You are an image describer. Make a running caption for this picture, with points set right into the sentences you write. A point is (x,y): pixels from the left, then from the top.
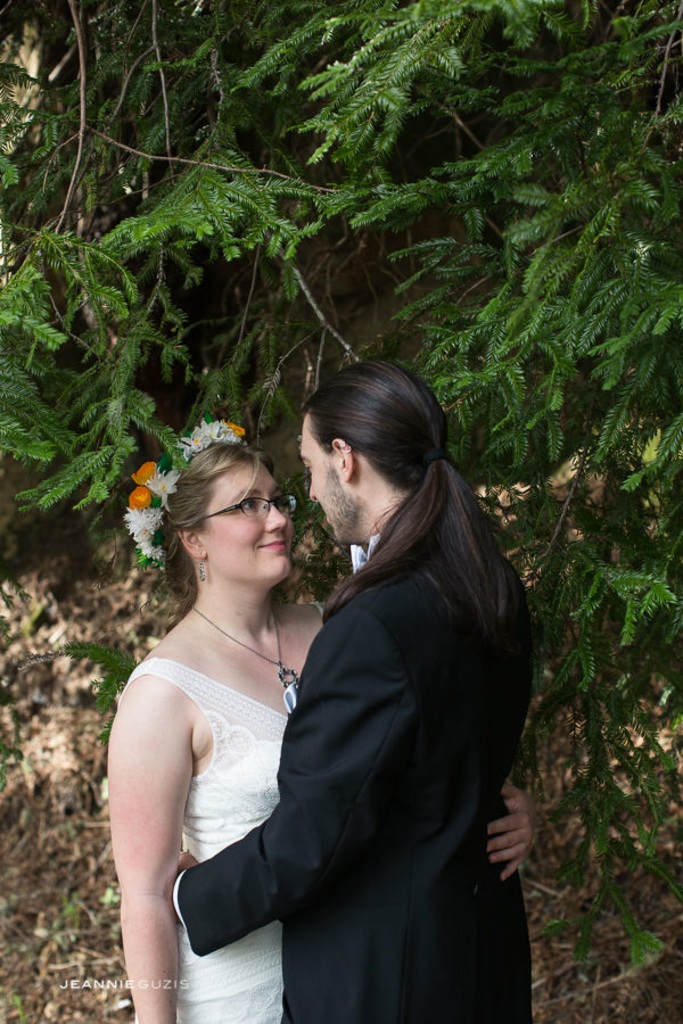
In this image, we can see a woman (162,739) in white dress (221,965) and men (455,841) are hugging and looking each other. Here we can see woman (246,556) is wearing glasses (239,506), crown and smiling. Background (301,528) there are few trees (223,402) and plants (34,621). At the bottom of the image (76,986), we can see a watermark (132,985).
